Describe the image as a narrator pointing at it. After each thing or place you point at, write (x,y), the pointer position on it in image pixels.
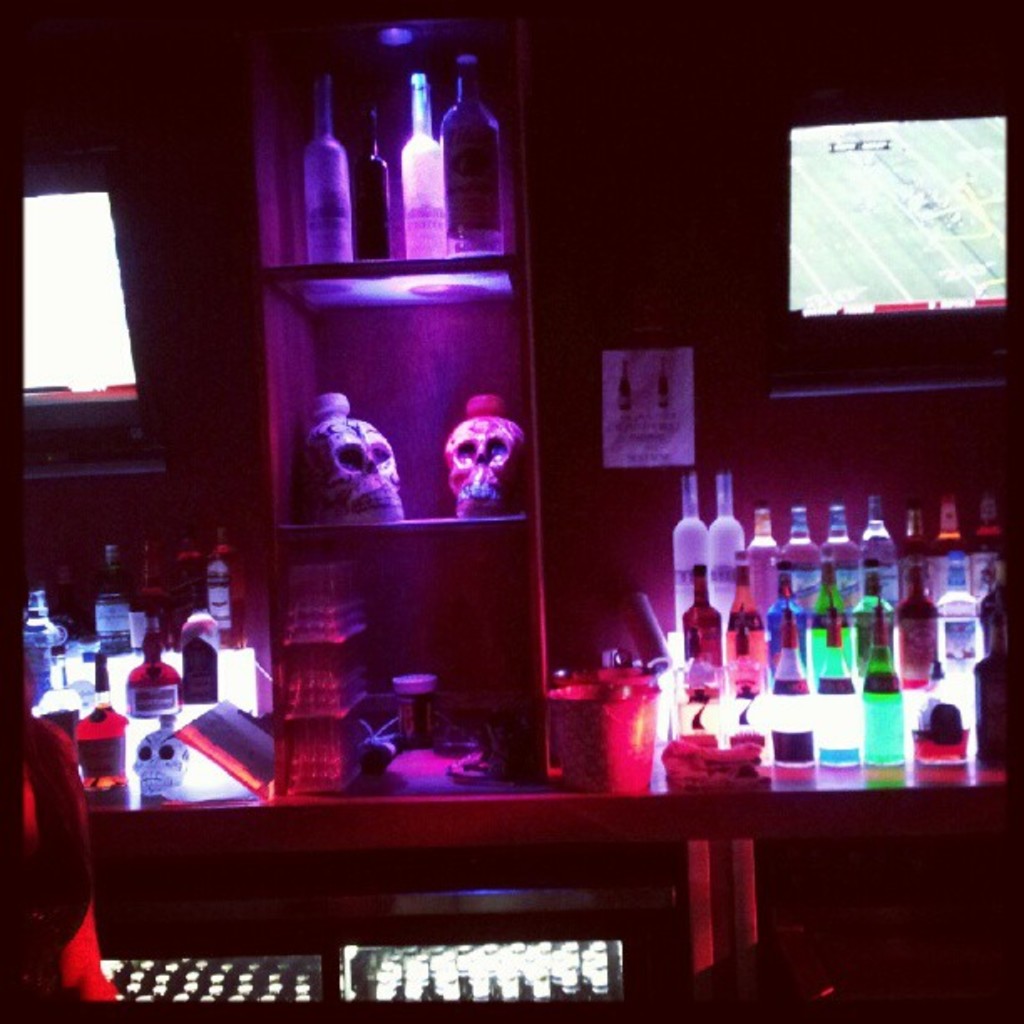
This picture is consists of a bar picture where there are bottles of drinks (36,625) and a small bucket (577,777) on the desk (589,794).
